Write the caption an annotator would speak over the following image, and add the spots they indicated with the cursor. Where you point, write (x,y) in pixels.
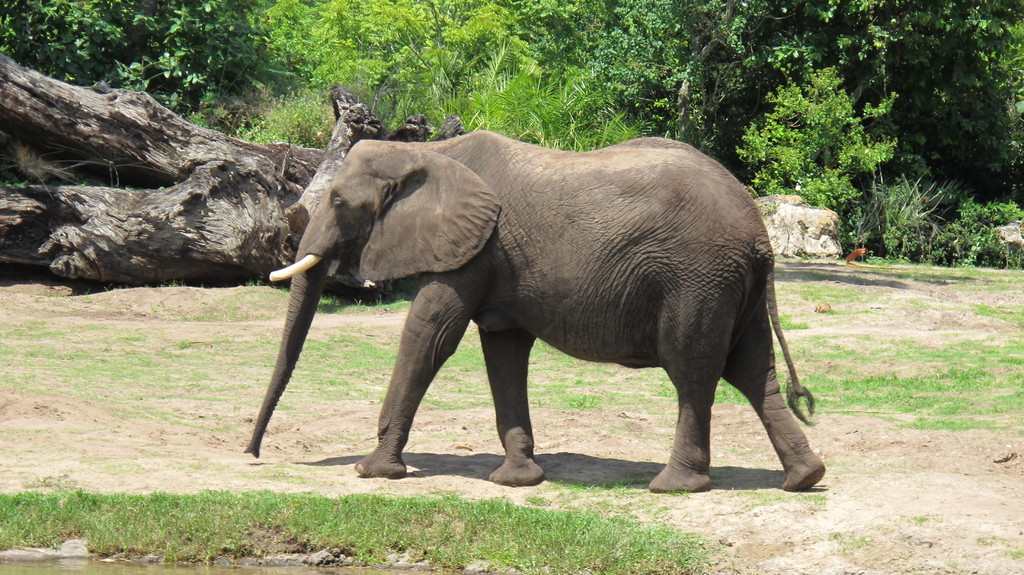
In this image we can see an elephant (811,467) on the ground (326,394). Here we can see grass (982,399), rock (790,215), plants (994,223), and trees (629,14). At the bottom of the image (125,571) we can see water (7,574).
